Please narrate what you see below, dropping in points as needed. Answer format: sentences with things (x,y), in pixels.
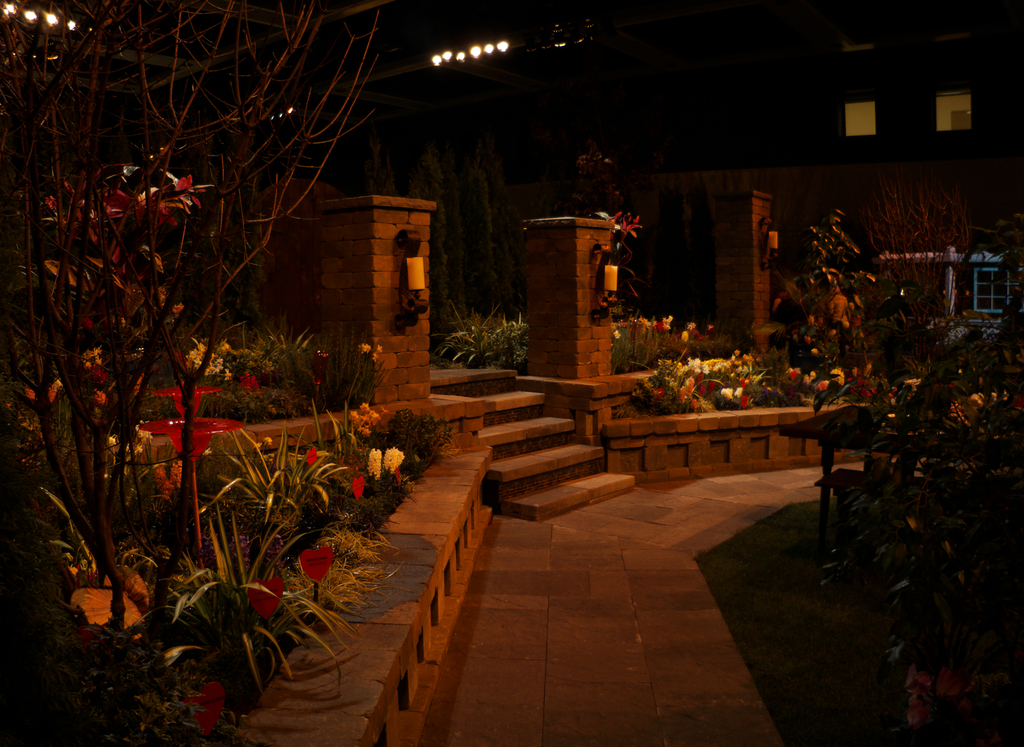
In this image it looks like a garden (280,407) in which there are so many flower plants (260,474). In the middle (511,416) there are steps (516,424). At the top (448,54) there are lights (448,54). There are steps (541,455) in between the pillars (546,292). There are lights (411,274) to the pillars (372,256).
